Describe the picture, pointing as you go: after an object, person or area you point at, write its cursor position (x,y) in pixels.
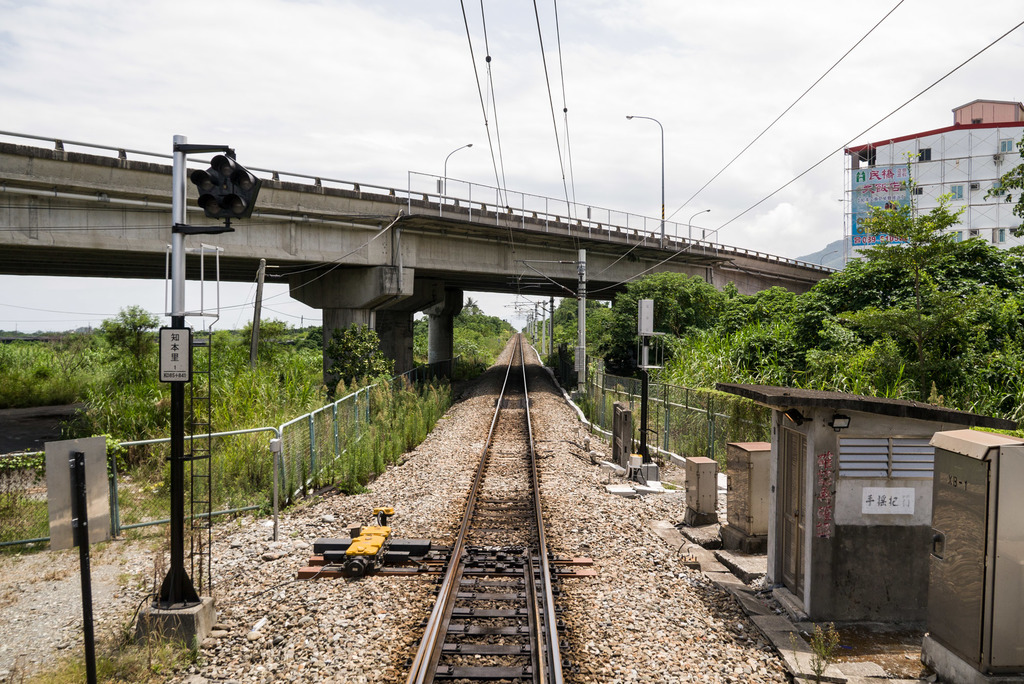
In this image we can see a fence (441,193), railway track (452,563), poles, signal light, sign board (104,515), there are some boxes (739,523), mechanical instrument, small house (821,514), also we can see bridge (497,242), trees (693,288), plants (128,418), there are some buildings (881,155), wires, board (883,201) with some text (891,176) written on it, also we can see the sky (861,49).
